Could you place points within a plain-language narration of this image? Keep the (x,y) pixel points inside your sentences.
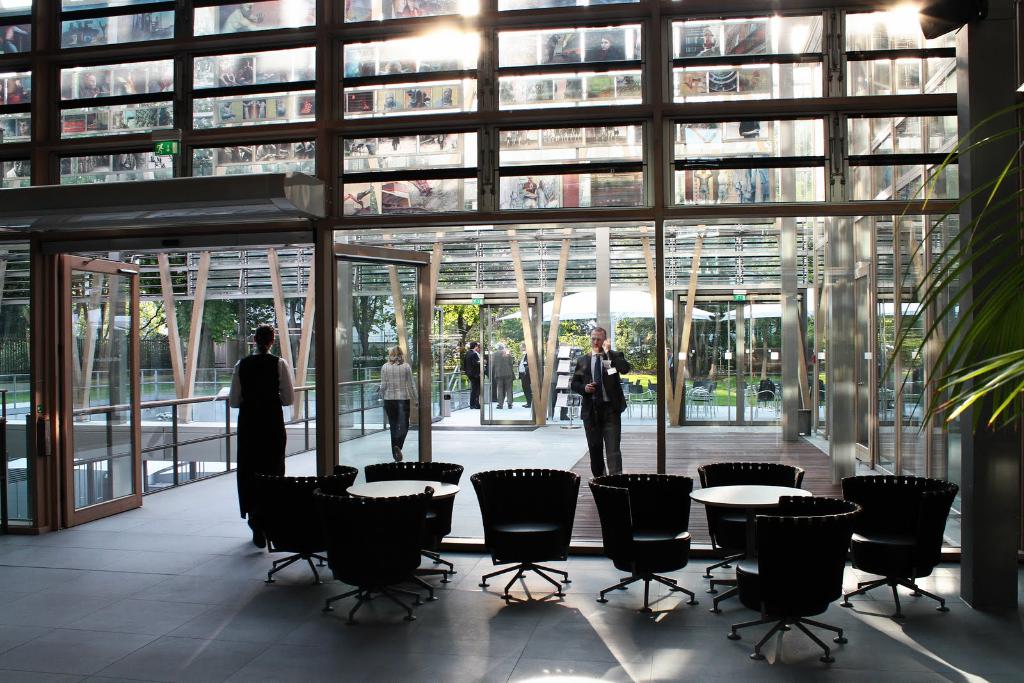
There are some black chairs (557,501) and tables (699,494) in front of a glass door (424,366) and there are some persons (397,432) standing outside the glass door (511,369).
